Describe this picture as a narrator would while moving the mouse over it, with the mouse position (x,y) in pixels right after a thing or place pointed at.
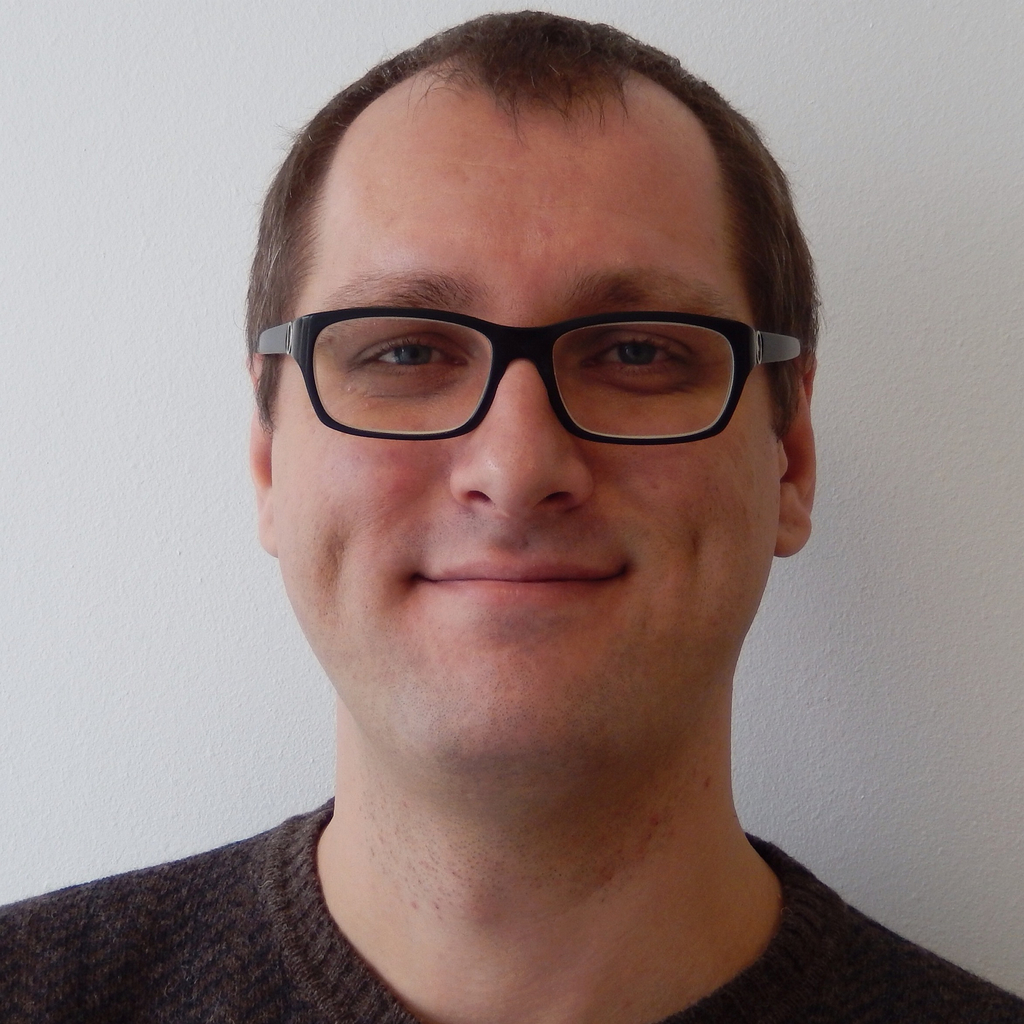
In the center of the image (615,548), we can see a man (463,608) wearing glasses (394,395) and in the background (874,242), there is a wall (910,591).
